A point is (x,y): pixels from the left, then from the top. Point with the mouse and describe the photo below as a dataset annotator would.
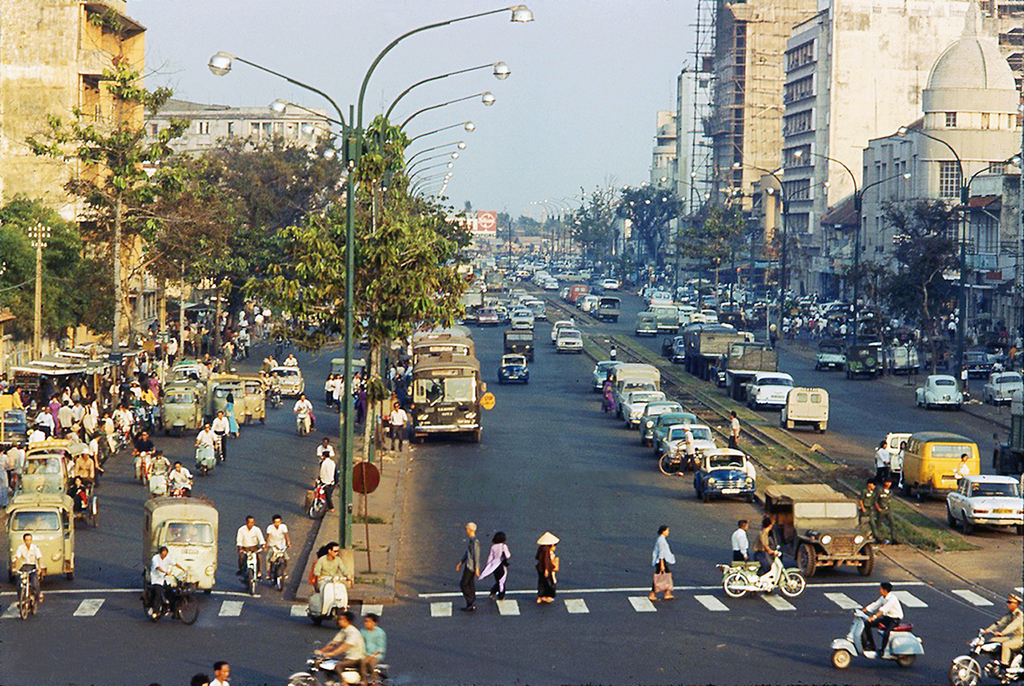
In this image there are vehicle (833,299) moving on a road (304,486) and people (736,543) crossing the road (302,448) and there are poles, trees (360,274), on either side of the road (288,446) there are buildings (79,169), in the background (492,111) there is the sky (508,137).
